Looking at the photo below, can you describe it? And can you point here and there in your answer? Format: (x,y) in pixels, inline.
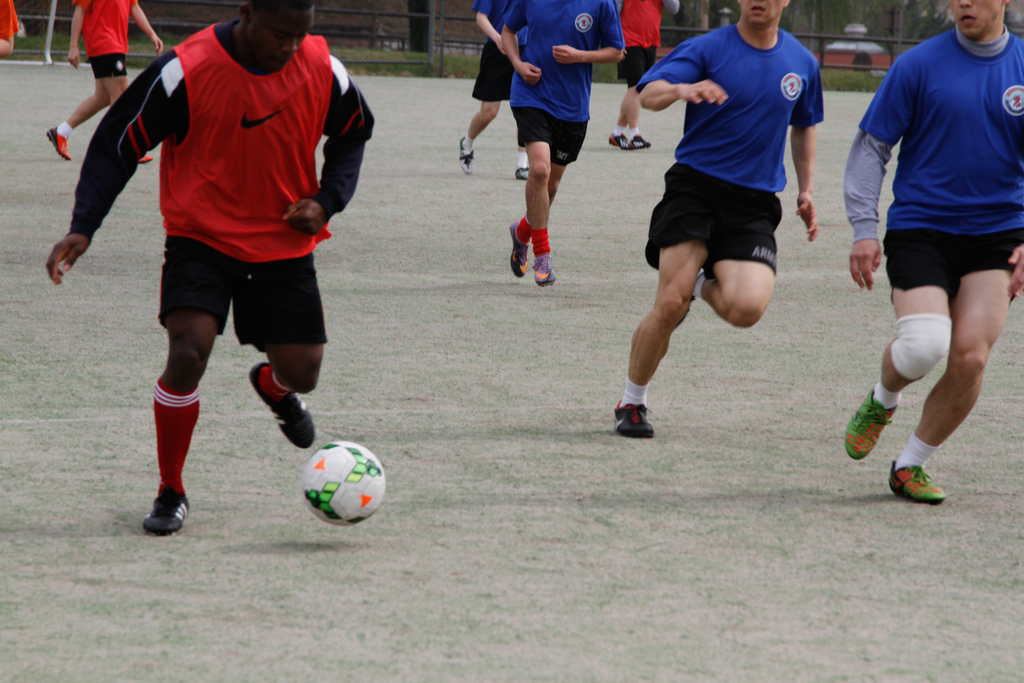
This is a picture taken in the outdoor. This is a ground (467,393) on the ground (405,339) there are the people (106,100) running. There are people (680,87) in blue t shirt (701,115) and red t shirt (212,144). The man (271,170) in red t shirt (269,200) running with a ball (330,488) and the ball (330,488) is in white color. Background of this people (762,38) is a fencing (851,35).
